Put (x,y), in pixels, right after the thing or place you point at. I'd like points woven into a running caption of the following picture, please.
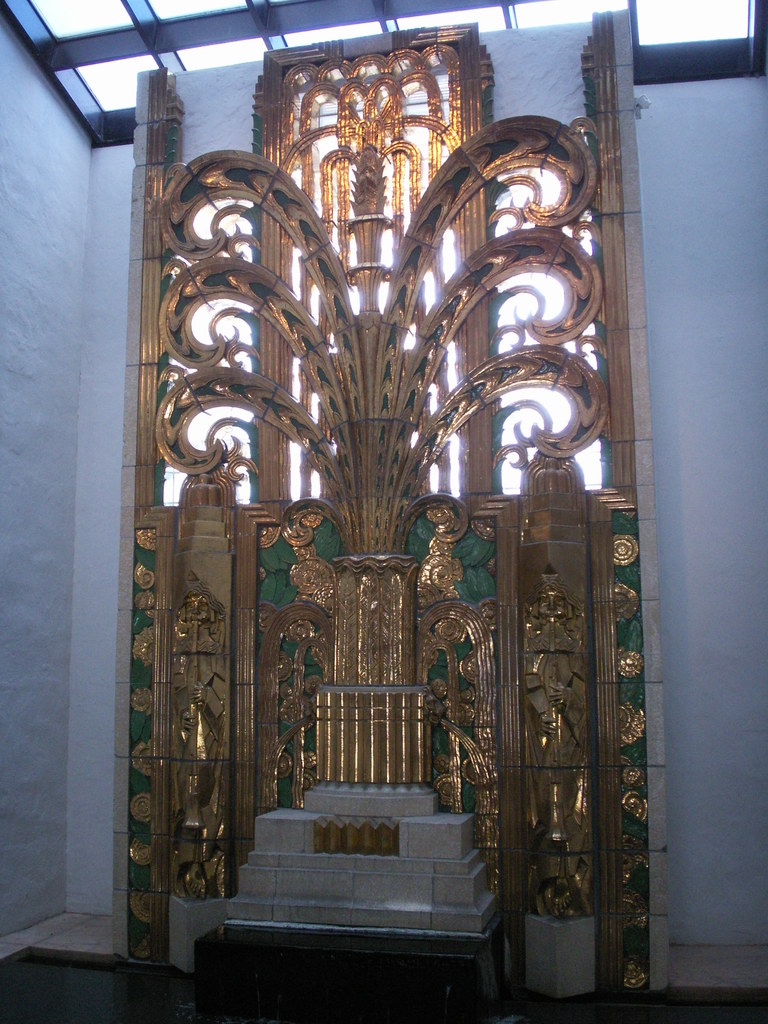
In this image I can see the white colored walls (46,449) and a decoration (554,671) which is gold and green in color.
